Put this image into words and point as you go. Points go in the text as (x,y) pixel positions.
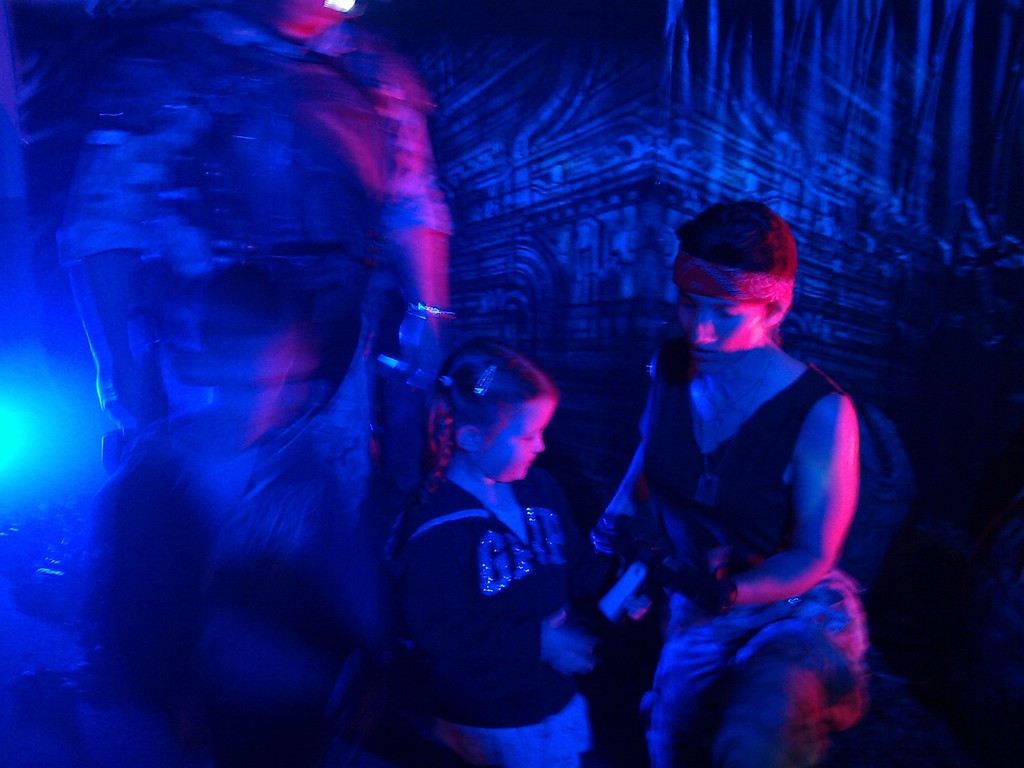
In this image there is a girl (492,452) in the middle (531,493) who is holding some object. In front of her there is another woman (730,491) who is kneeling down by wearing the bag (869,504). On the left side (326,386) there is a person (248,183). Behind the person (131,318) there is a blue color light (26,441). In the background (561,135) it is blur.
